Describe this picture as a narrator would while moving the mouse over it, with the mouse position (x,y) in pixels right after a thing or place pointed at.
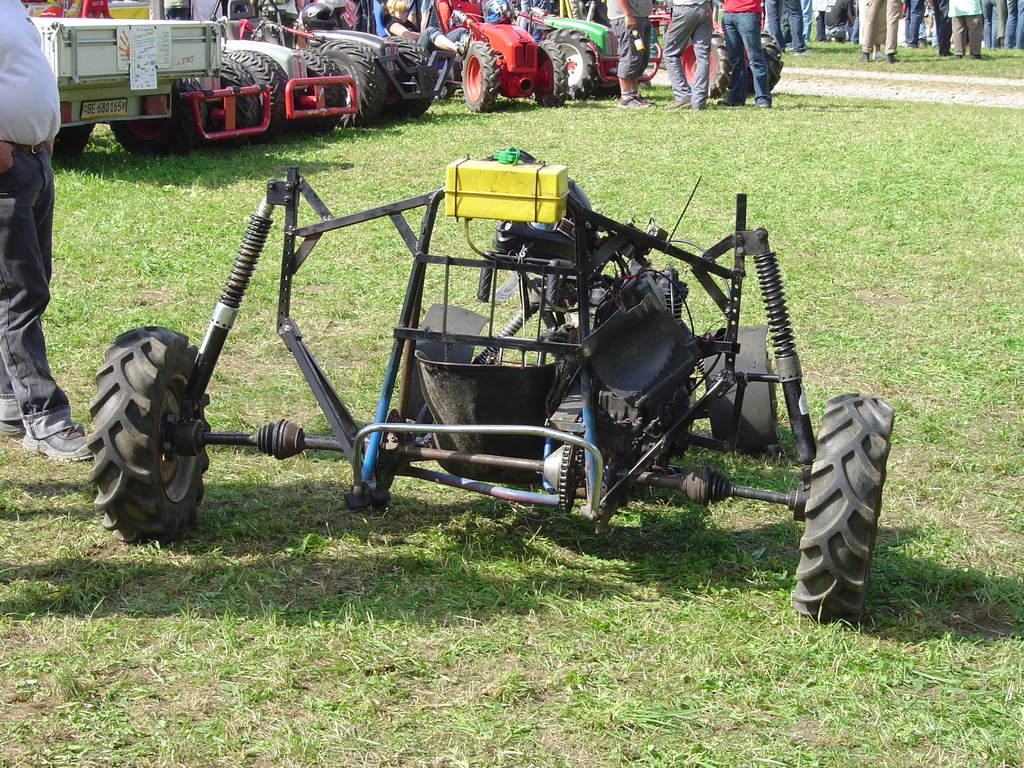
These are vehicles (595,324) on the grass (692,609), here people (767,86) are standing.
